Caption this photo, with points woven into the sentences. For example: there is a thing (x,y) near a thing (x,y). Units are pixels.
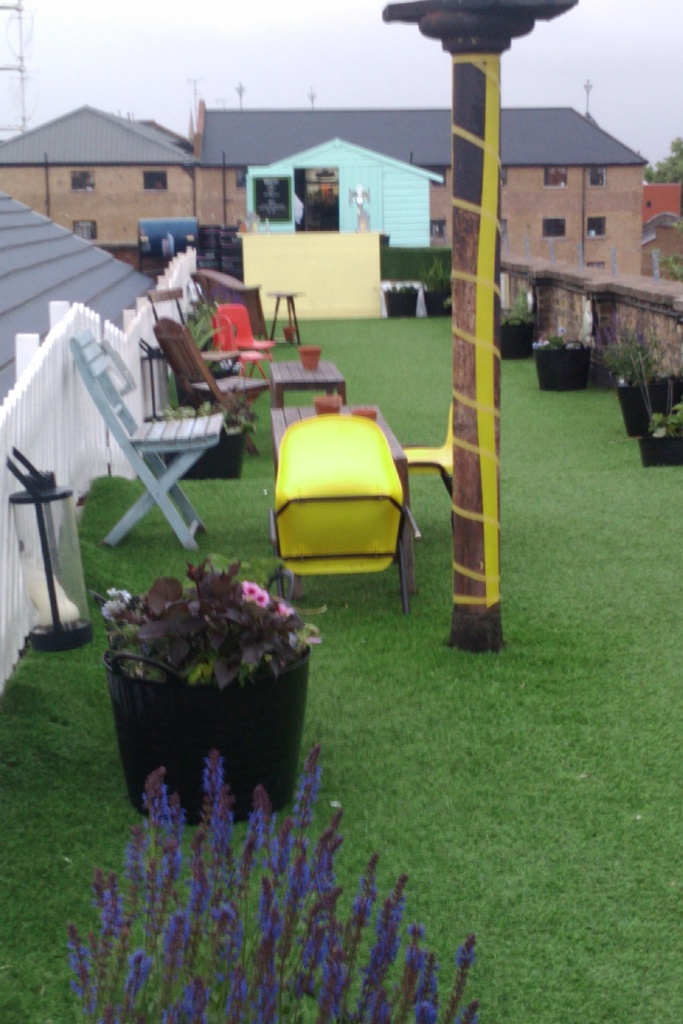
There are chairs (314,465), tables (407,479), plants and other objects (303,288) are present on a grassy land (271,500) as we can see in the middle of this image (382,363). There are houses (301,196) in the background (596,199) and the sky (380,57) at the top of this image (279,71).
